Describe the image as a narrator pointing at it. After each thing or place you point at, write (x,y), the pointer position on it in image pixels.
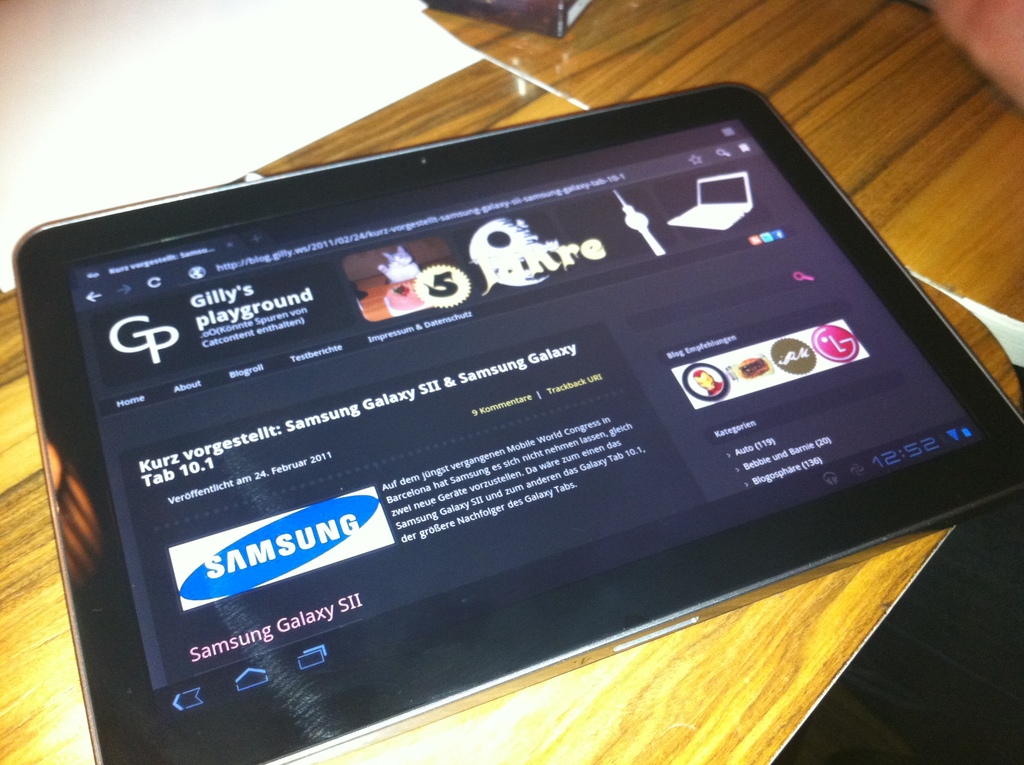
There is a tab (466,280) on a wooden table (76,703) on which, there are white papers (244,38). And the background (930,721) is dark in color.
